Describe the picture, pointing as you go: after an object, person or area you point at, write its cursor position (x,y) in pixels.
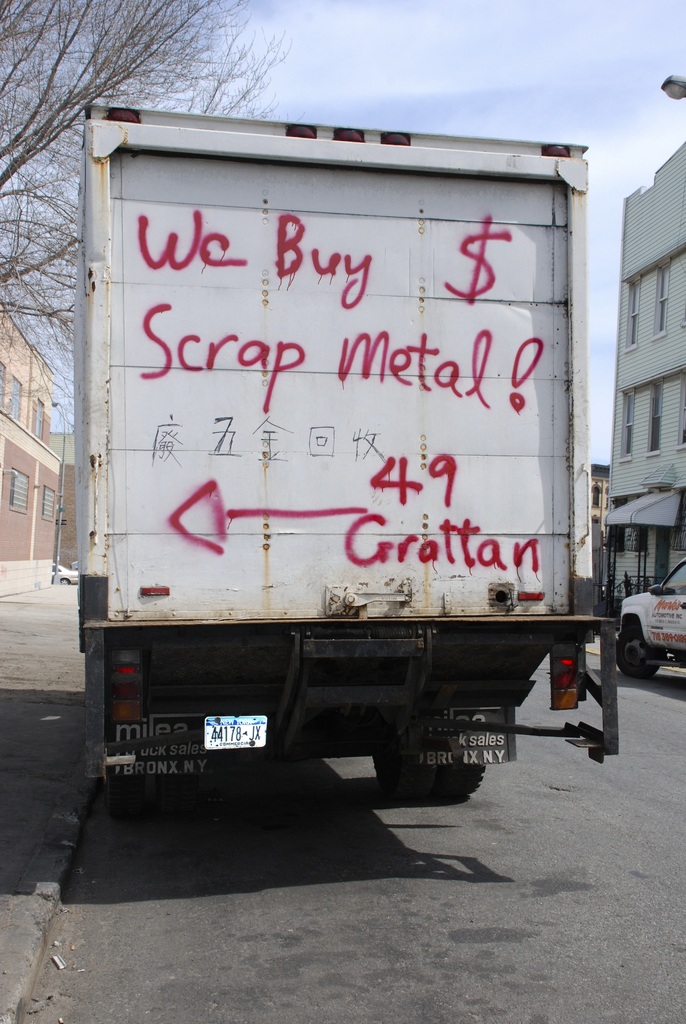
In this picture I can see buildings (653,231) and a tree (136,71) and I can see text (268,417) on the back side of the truck (436,382) and I can see a mini truck (643,670) on the side and a pole light (669,81) and a blue cloudy Sky (639,96) and I can see a pole (59,579) and another car (59,570) on the road (655,715).
